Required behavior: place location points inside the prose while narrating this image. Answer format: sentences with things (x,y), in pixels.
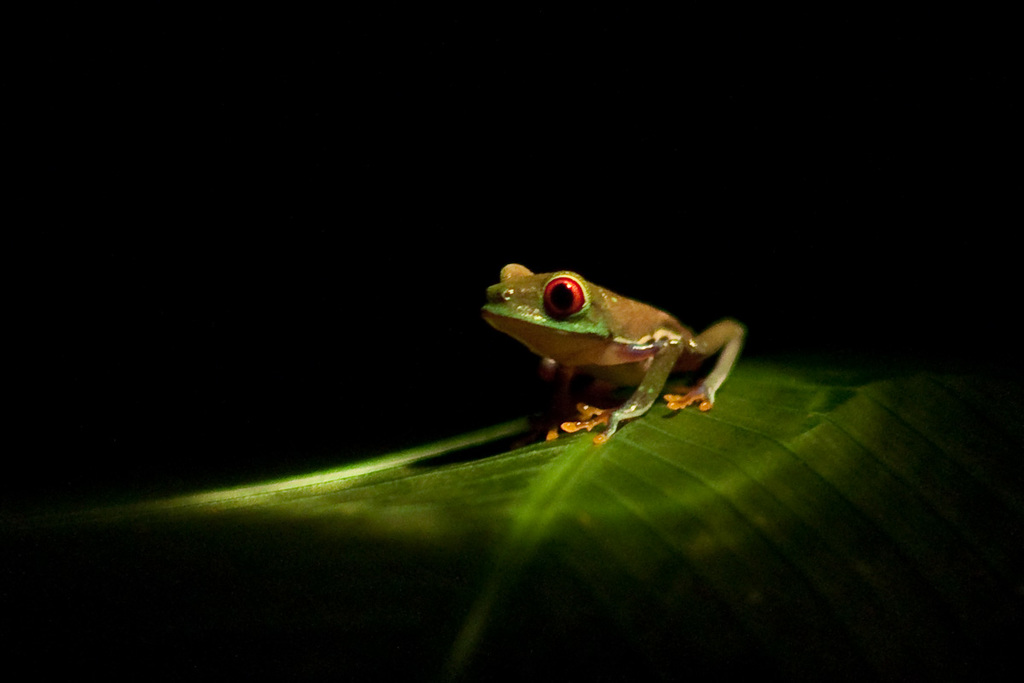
In the middle of this image (592,375), there is a frog (696,344) on a green color leaf (739,381). And the background (505,222) is dark in color.
